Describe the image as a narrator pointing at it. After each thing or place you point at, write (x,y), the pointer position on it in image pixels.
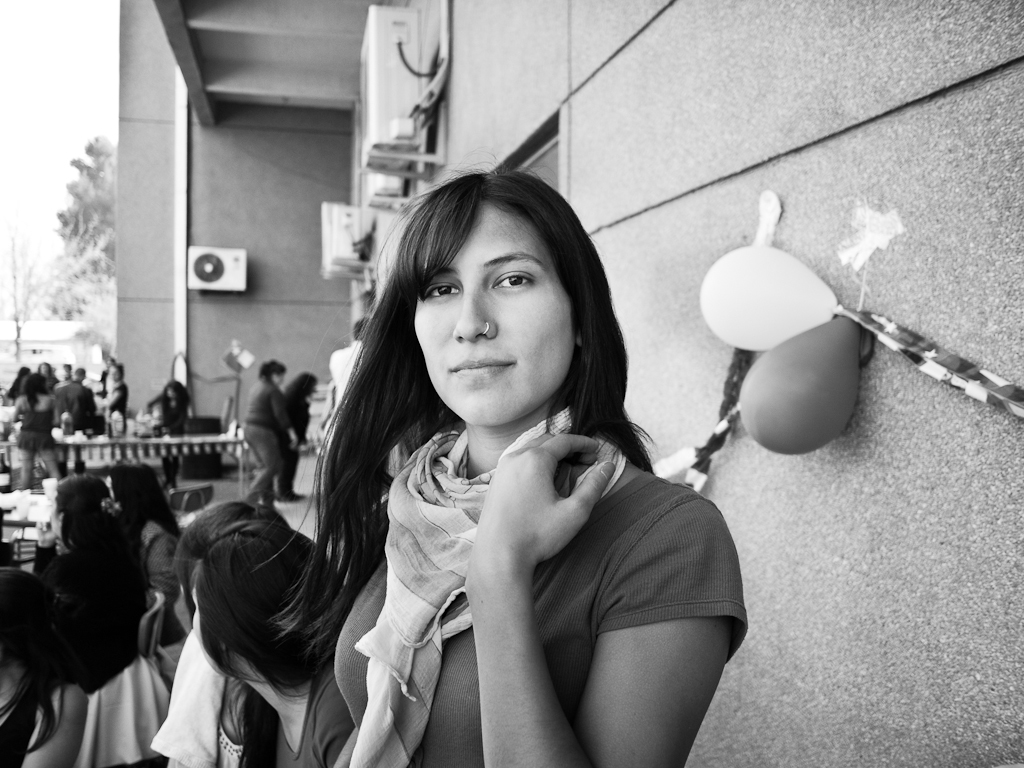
This is black and white image where we can see one lady (487,649). She is wearing scarf (414,538) in her neck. right side of the image (950,429) wall (904,528) is there. On wall (884,349) ribbons (882,333) and balloons (808,347) are attached. Background of the image (93,501) so many people (120,393) and trees (101,304) are there. AC (219,270) are attached to the wall (271,248).
